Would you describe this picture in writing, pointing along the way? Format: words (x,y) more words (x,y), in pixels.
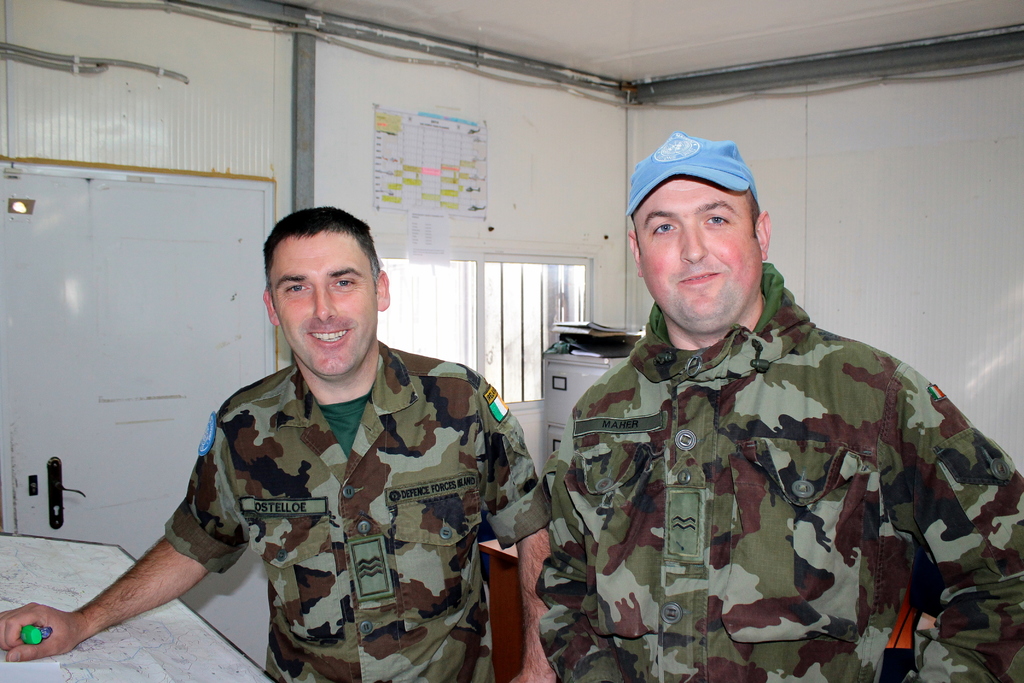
In this image I can see there are two men (588,539) standing and they are wearing army uniforms (490,521). There is a map (51,554) placed on the table (50,567) at the left side (46,592), there is a door (68,306), window (393,281) at left side (95,308). There is a white color object (561,363) placed on the right side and there are two books (587,339) placed on it.
